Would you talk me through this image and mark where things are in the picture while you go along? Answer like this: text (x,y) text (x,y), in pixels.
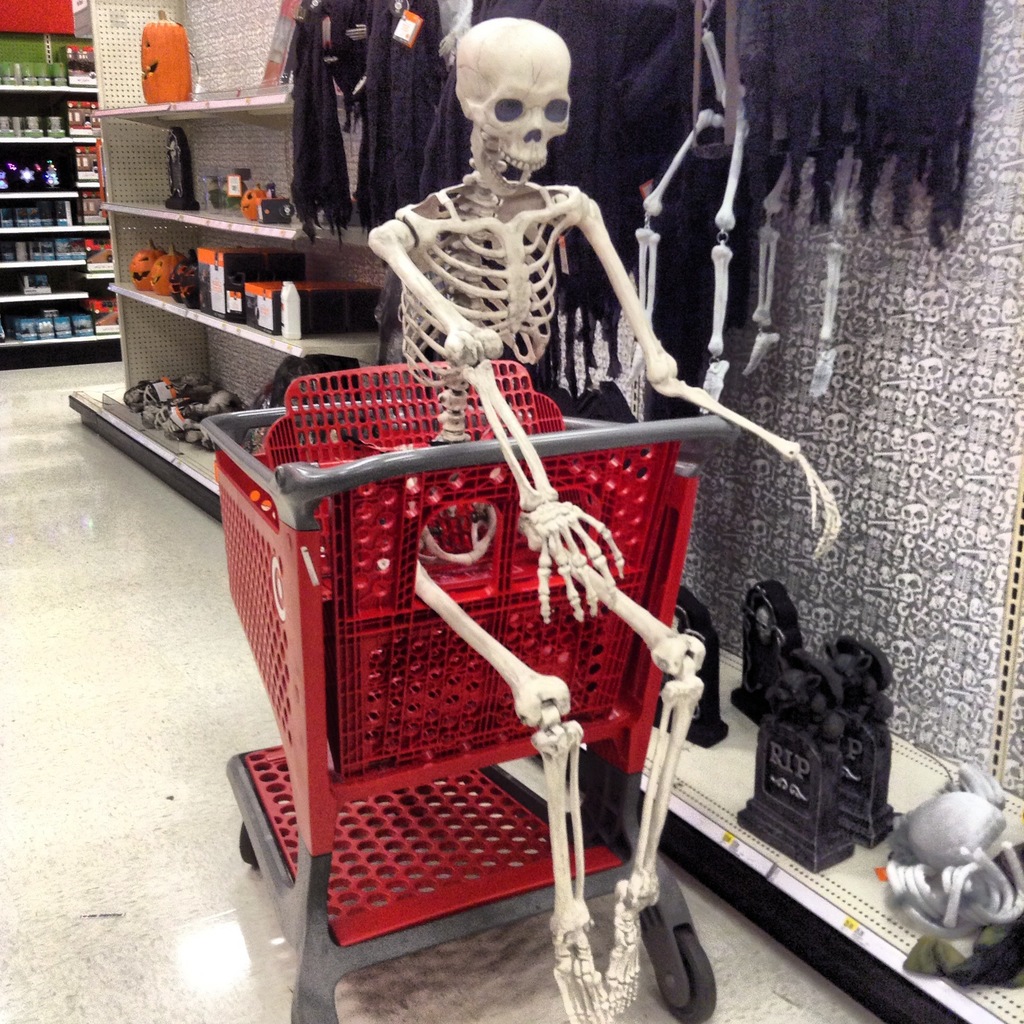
In the center of the image (474,552) we can see a skeleton (495,407) in the trolley (464,688). In the background (197,309) there are shelves (197,344) and we can see boxes (206,288), decors (173,416), pumpkins (159,285) and tombstones (787,853) placed in the stand (873,857). At the top (398,104) there are clothes (640,87).
